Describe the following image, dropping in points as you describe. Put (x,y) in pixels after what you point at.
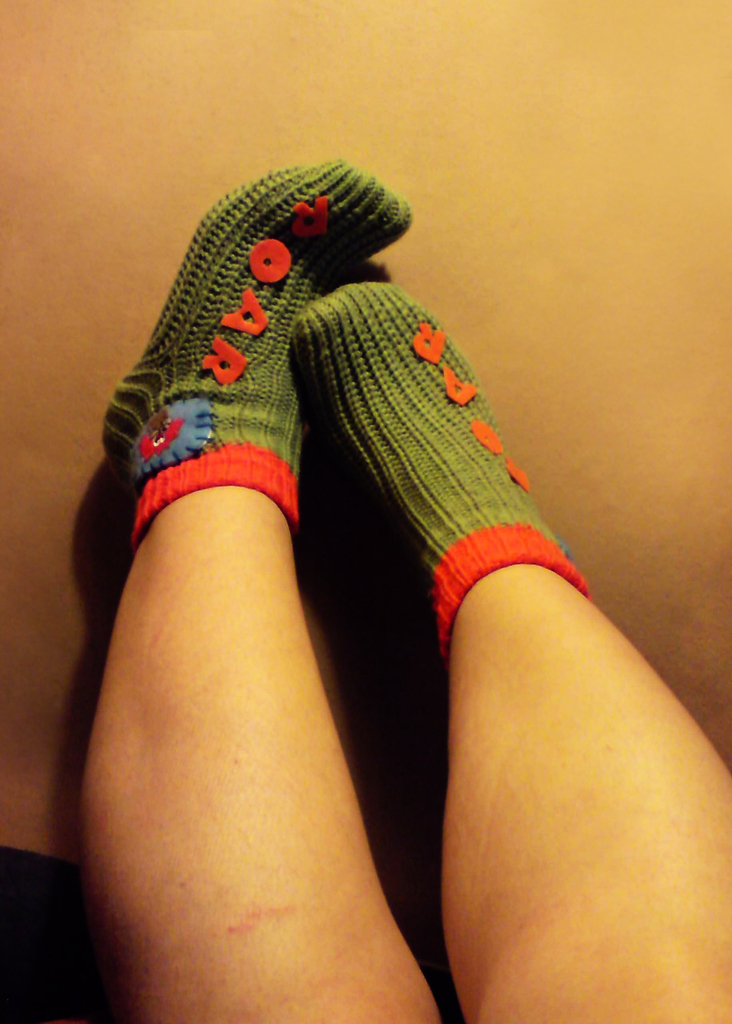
In this image we can see two legs (471,836) with green and red color socks (237,402). There is one object (16,952) on the floor (172,272), some text (237,315) with a sticker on the socks (398,372).
